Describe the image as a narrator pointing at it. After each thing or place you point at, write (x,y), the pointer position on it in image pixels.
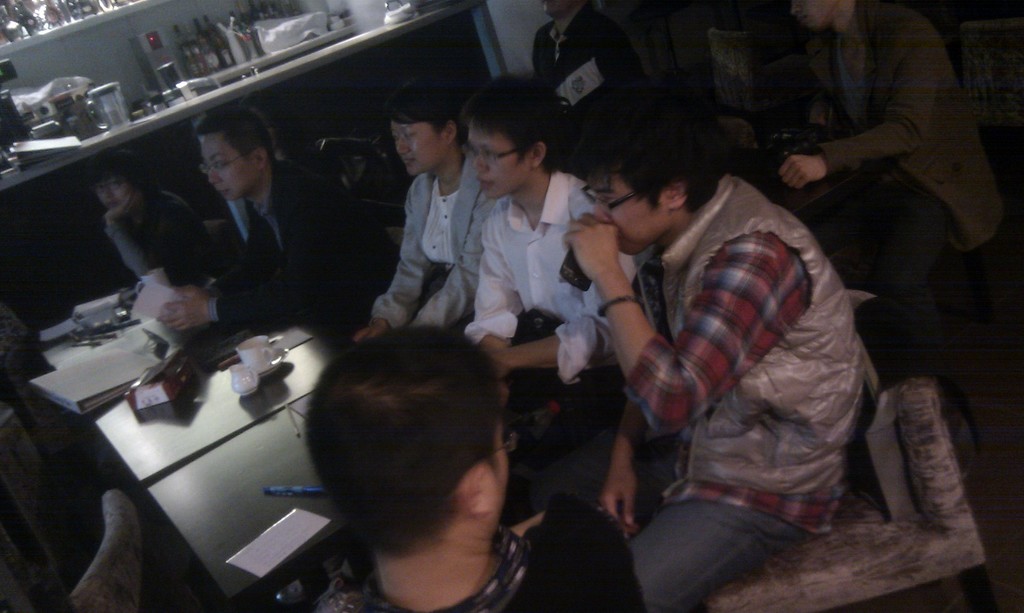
In this picture there are few persons (578,237) sitting and there is a table (212,415) in front of them which has some objects (175,354) on it and there are few other people (634,82) behind them.
